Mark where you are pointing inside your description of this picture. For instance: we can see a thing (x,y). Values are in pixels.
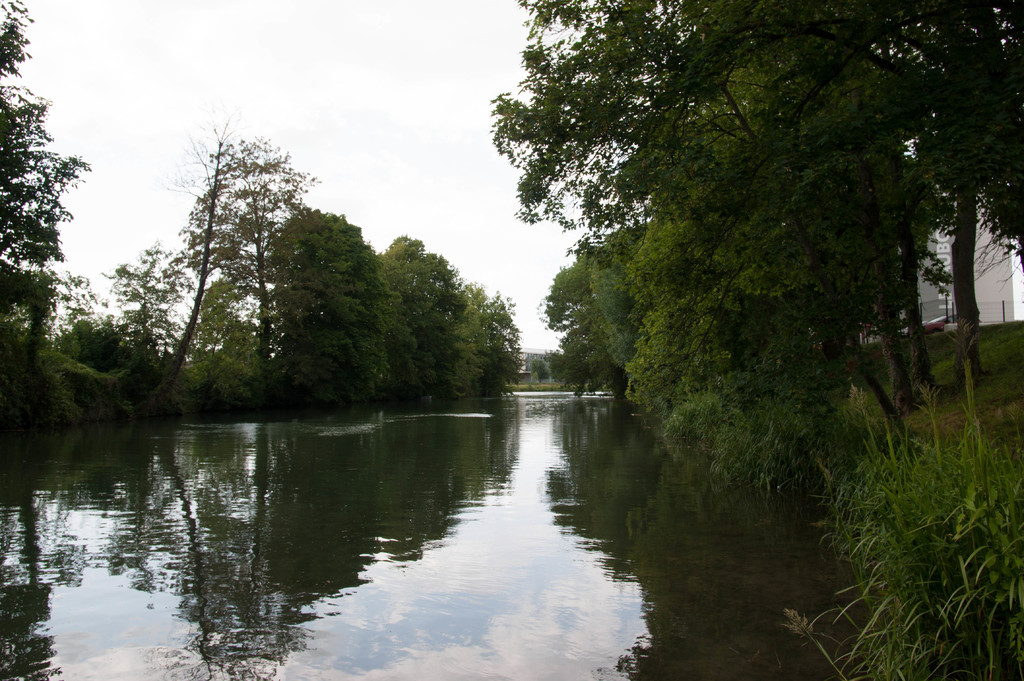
On the right (881,349) there are plants (998,487), trees (966,298) and building (953,283). In the middle of the picture (426,451) there is a canal (382,479). On the left (176,331) there are trees (353,361). At the top (248,50) we can see sky (111,143).
